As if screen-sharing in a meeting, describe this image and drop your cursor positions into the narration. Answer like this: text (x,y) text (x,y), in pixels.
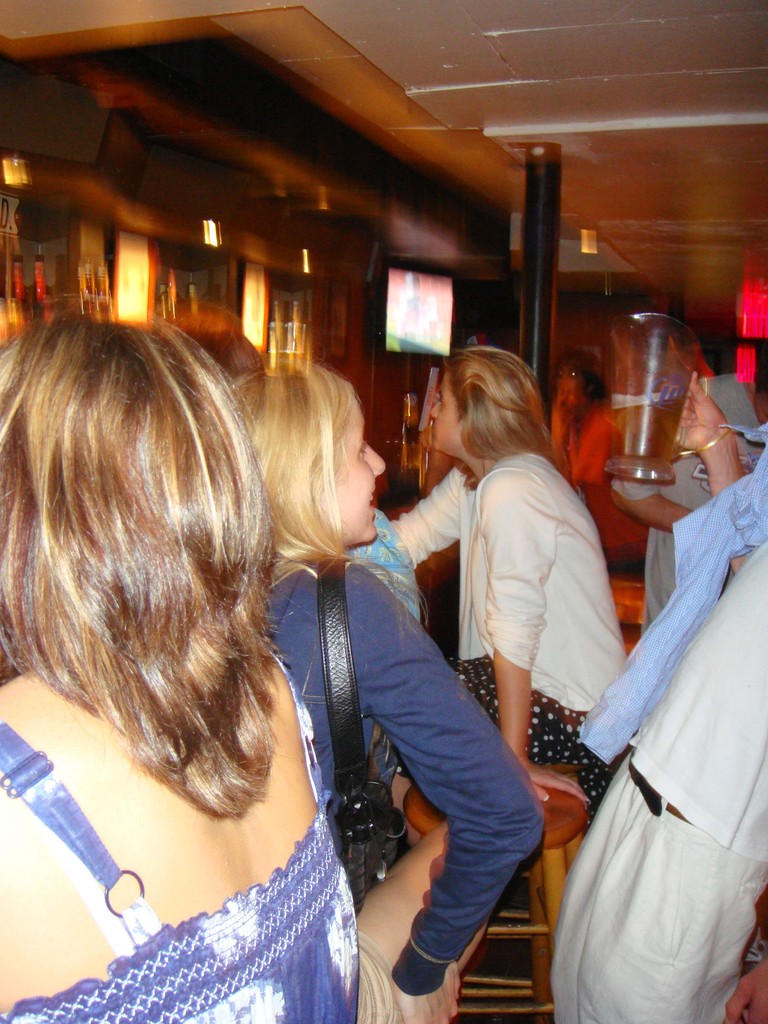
In this image I can see the group of people (422,858) with different color dresses (338,882). I can see one person (329,437) wearing the bag (339,827) and an another person (679,562) holding the glass (649,469). In the background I can see the screen (401,351) and the lights (125,258).
